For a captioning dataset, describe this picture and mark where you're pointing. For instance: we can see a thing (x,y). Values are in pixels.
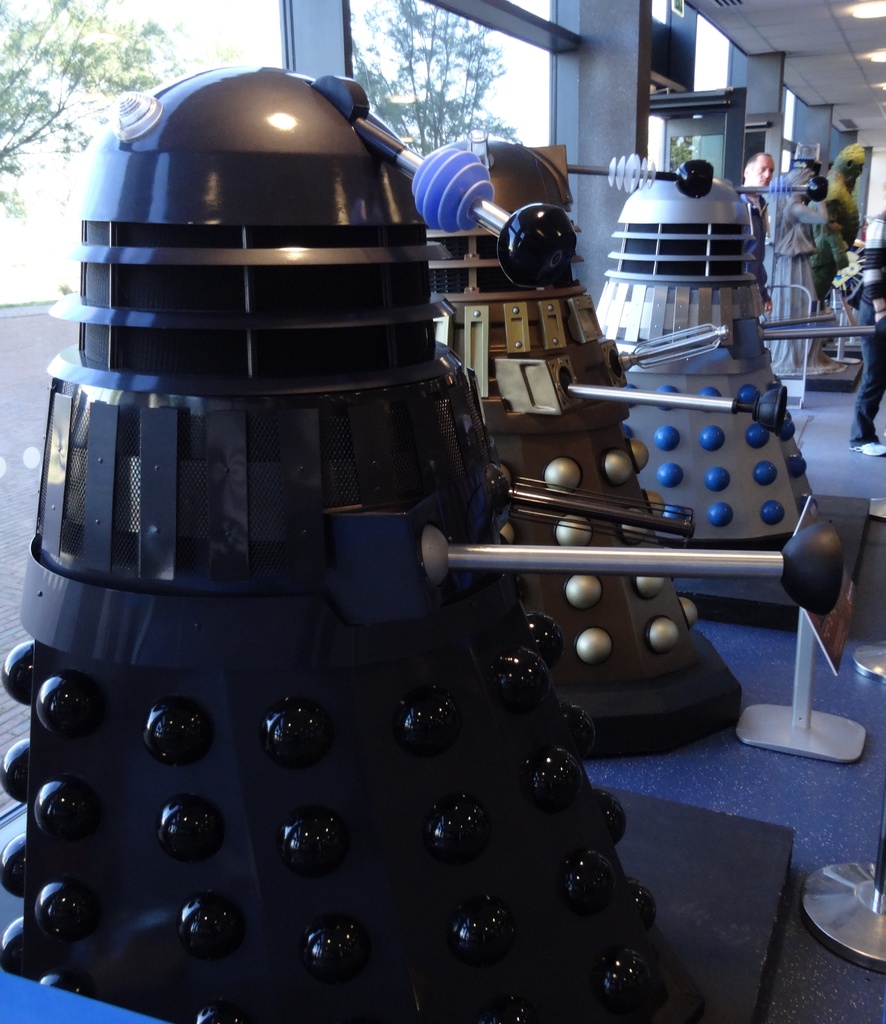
Here we can see robots (399,569). In-front of these robots (491,605) there is an information board (814,509). Far there are people (870,274). Lights (874,6) are attached to the ceiling (866,35). Through this glass windows (382,100) we can see trees (398,108).
